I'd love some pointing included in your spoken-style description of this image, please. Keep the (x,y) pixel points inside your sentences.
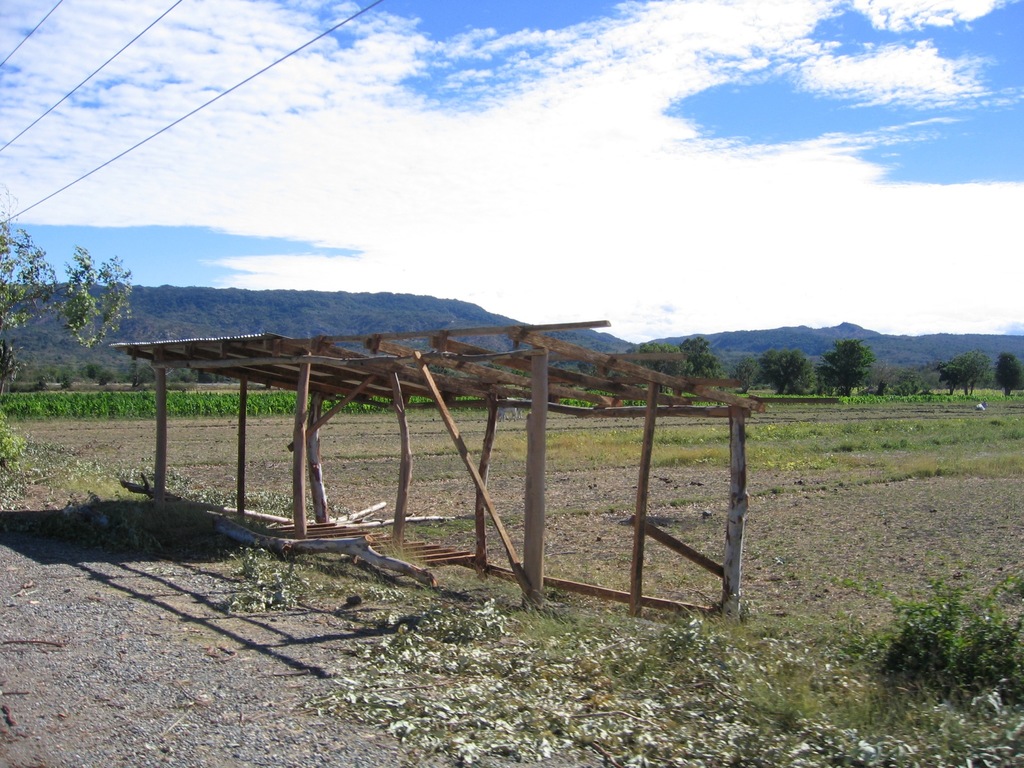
In this image we can see a shed (707,415) build with some wooden poles (735,411). We can also see the pathway (71,658), grass (914,707), some plants (467,660) and a group of trees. On the backside (609,244) we can see the hills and the sky (576,267) which looks cloudy.
